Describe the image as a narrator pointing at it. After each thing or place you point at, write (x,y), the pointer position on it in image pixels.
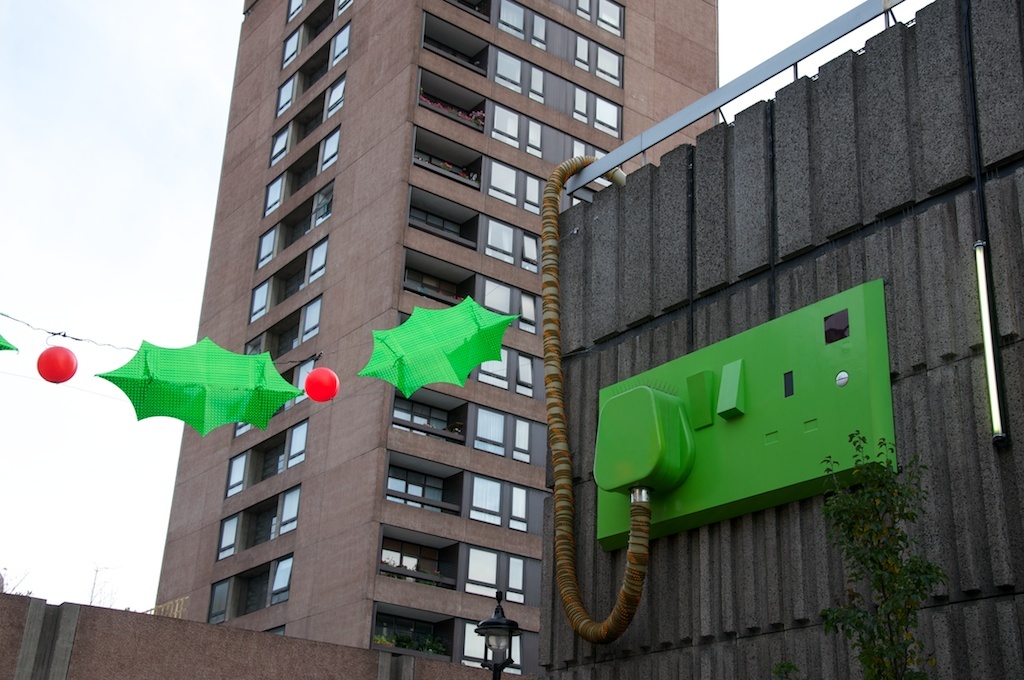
On the right side (690,447), there is a green color plug (634,435) inserted into the green color plug board (779,353) which is having green color switches (727,374). This plug board (748,357) is attached to the wall (786,185) of a building (891,327). On the left side (180,369), there are green color decorative papers (377,361) and red color objects (318,379) attached to the thread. In the background (393,410), there is a building (446,71) which is having glass windows (509,590), there is wall (149,657) and there are clouds (154,160) in the sky (140,210).
